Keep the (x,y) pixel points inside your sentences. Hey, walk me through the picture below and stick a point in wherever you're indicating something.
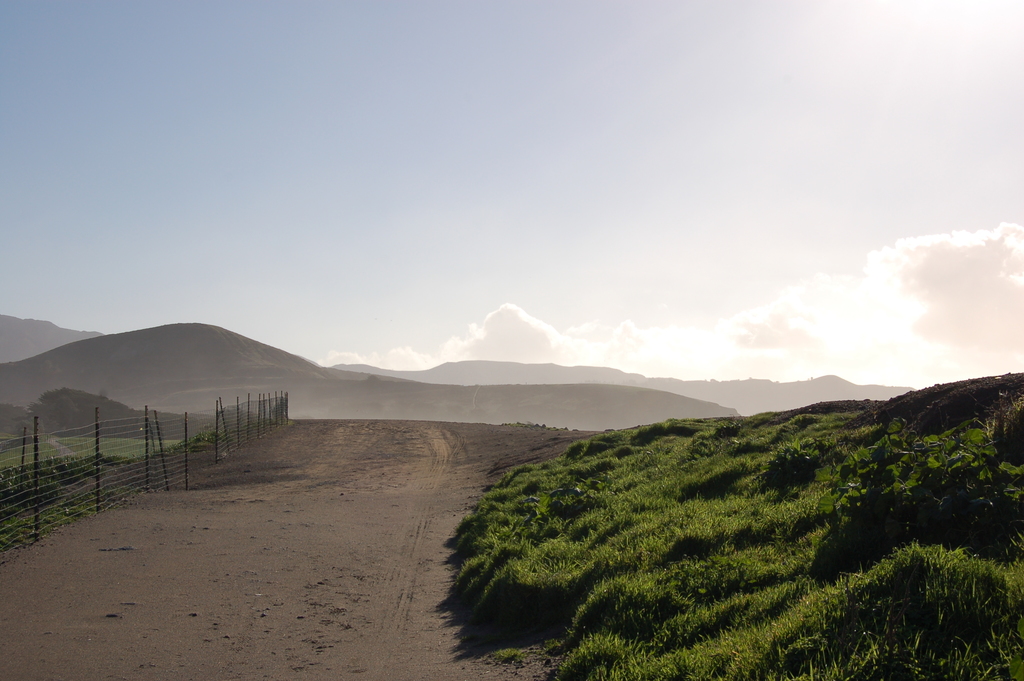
On the left side (309,505) there is a road (397,497). On the right side (848,468) I can see the grass (666,563). On the left side of the road (270,461) there is a fencing (122,451). In the background (173,353) there are few hills (389,373). At the top of the image (493,200) I can see the sky (675,147) and clouds (930,280).
